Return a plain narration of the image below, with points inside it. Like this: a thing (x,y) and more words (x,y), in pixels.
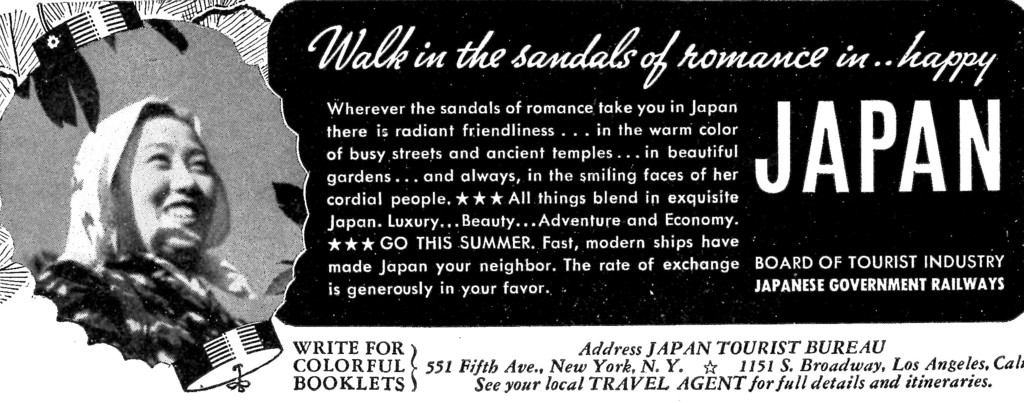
This is a black and white image. In this image we can see the picture of a woman (199,272) and some text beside it.
